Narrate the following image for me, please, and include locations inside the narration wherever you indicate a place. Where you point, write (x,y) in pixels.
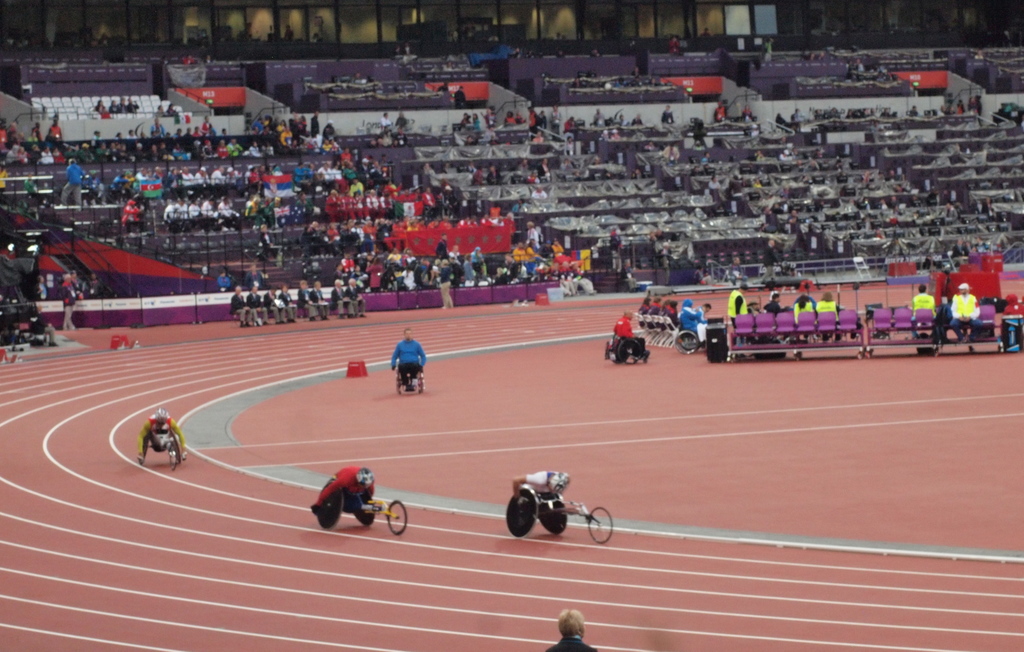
In this image there is a ground (466,408) in the bottom of this image (501,437) and there is a seating area (338,183) on the top of this image (478,129). There are some persons (329,199) sitting on the chairs (337,259) as we can see on the top of this image (437,178) and there are some persons (341,488) are sitting on the wheel chairs (332,498) in middle of this image (419,369).
